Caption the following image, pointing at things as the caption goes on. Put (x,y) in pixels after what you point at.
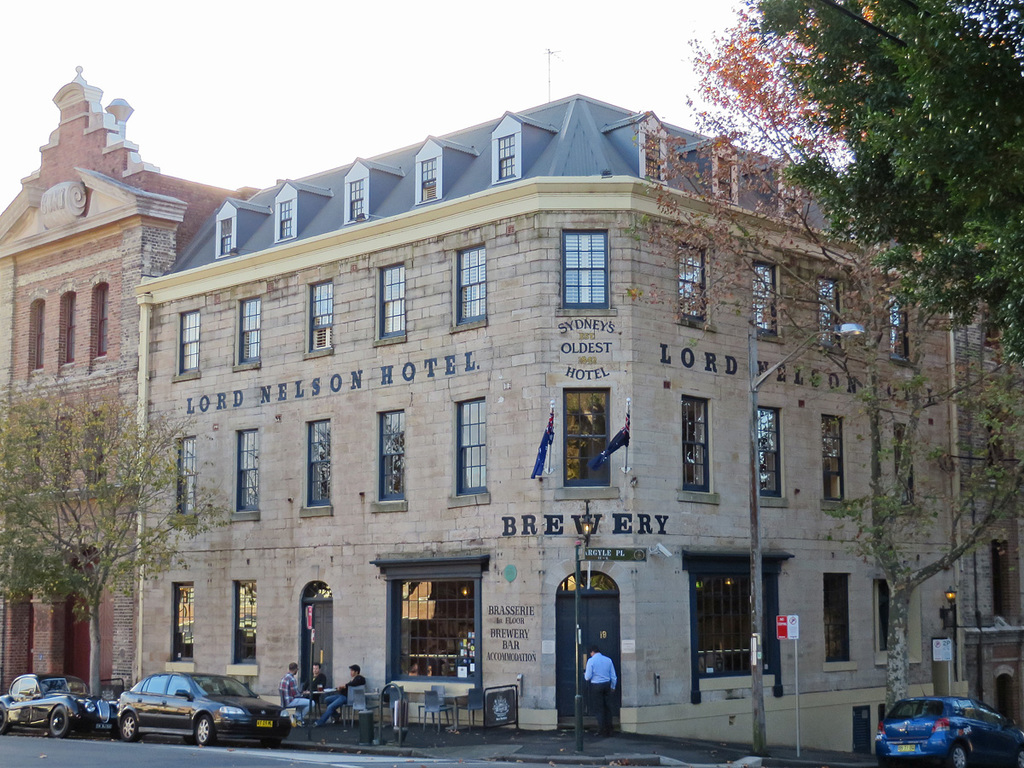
In this image, we can see buildings (507,246), trees (714,283), poles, boards (792,618), vehicles (217,721) on the road (232,754) and we can see people (600,675) and some are sitting on the chairs (476,704) and there are tables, flags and lights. At the top (352,118), there is sky (273,41).
